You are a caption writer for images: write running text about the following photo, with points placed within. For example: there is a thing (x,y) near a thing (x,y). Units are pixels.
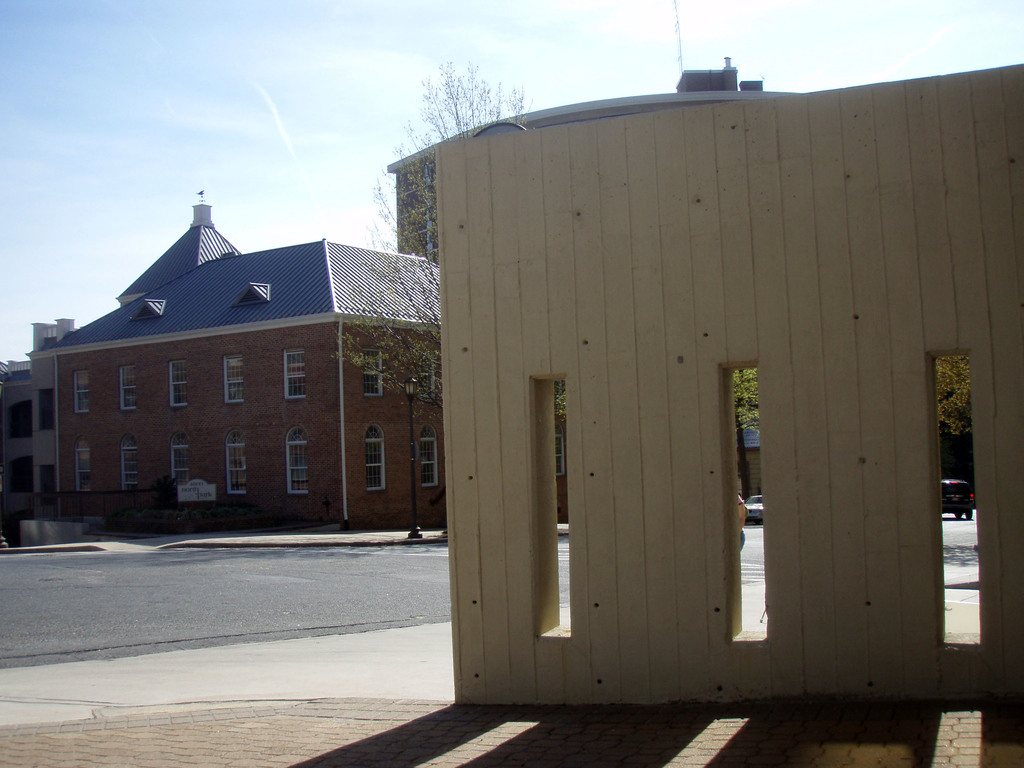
In this picture there is a building (264,437) on the left side of the image (220,312) and there is a wall (732,154) on the right side of the image (965,259).
